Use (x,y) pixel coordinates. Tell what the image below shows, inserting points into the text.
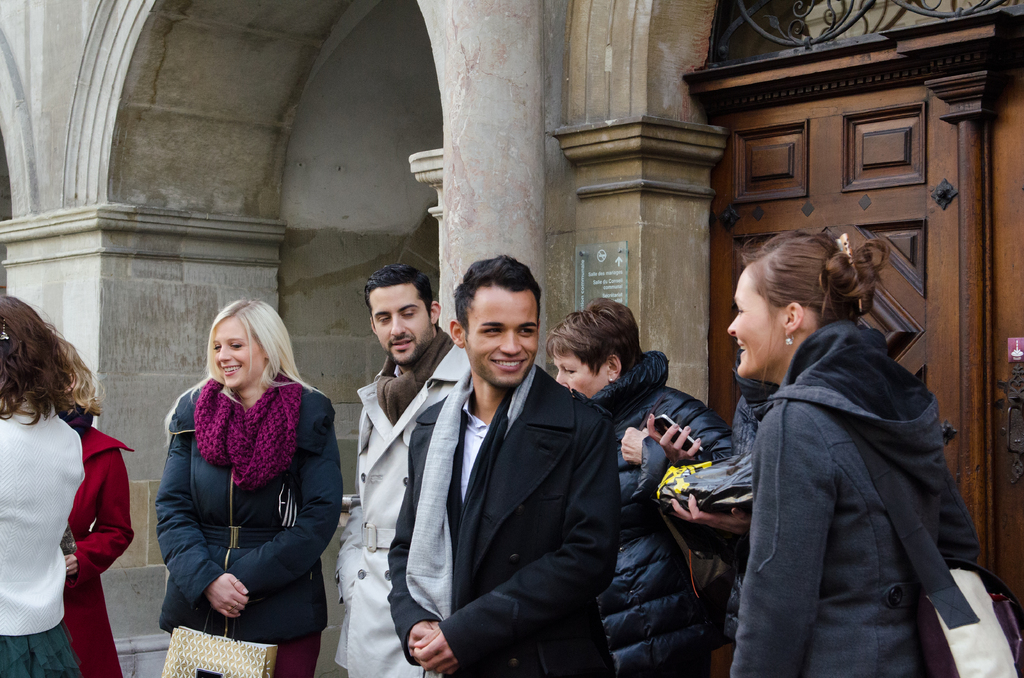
This picture is clicked outside the city. Here, we see many people (392,463) standing on the road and all of them are smiling. Behind them, we see a brown color door (833,152) and beside that, we see a building (281,173) which is white in color.
